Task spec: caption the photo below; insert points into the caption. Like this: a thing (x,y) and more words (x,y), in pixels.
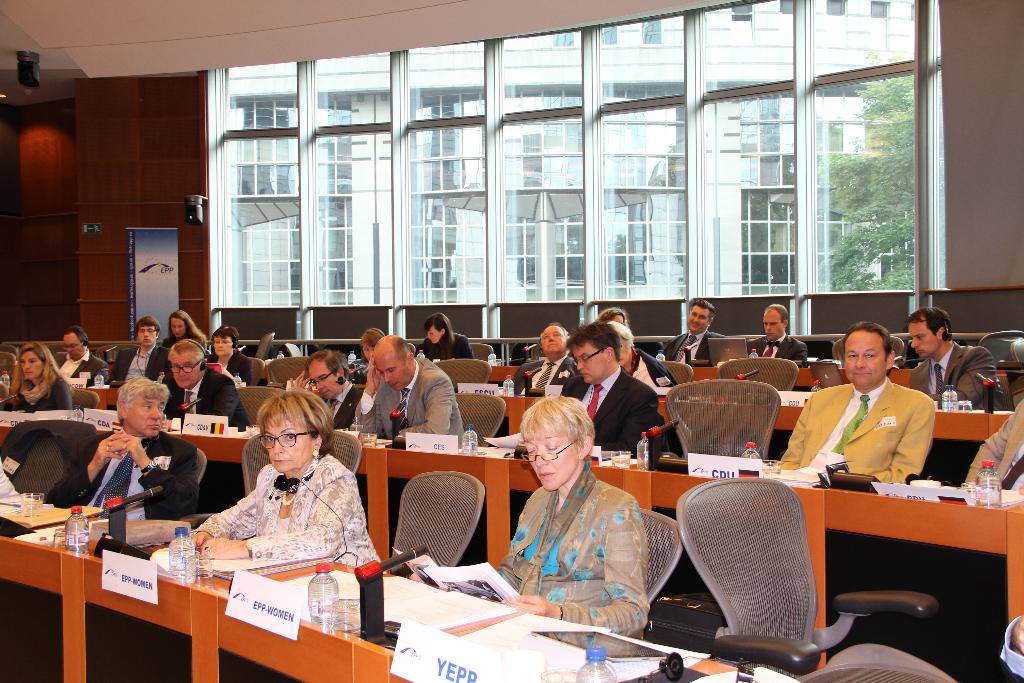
There are some people (164,414) sitting in chairs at tables (372,523) in a row. There are windows (446,217) behind them. Through them we can see a building (793,155) in the background (460,199).
